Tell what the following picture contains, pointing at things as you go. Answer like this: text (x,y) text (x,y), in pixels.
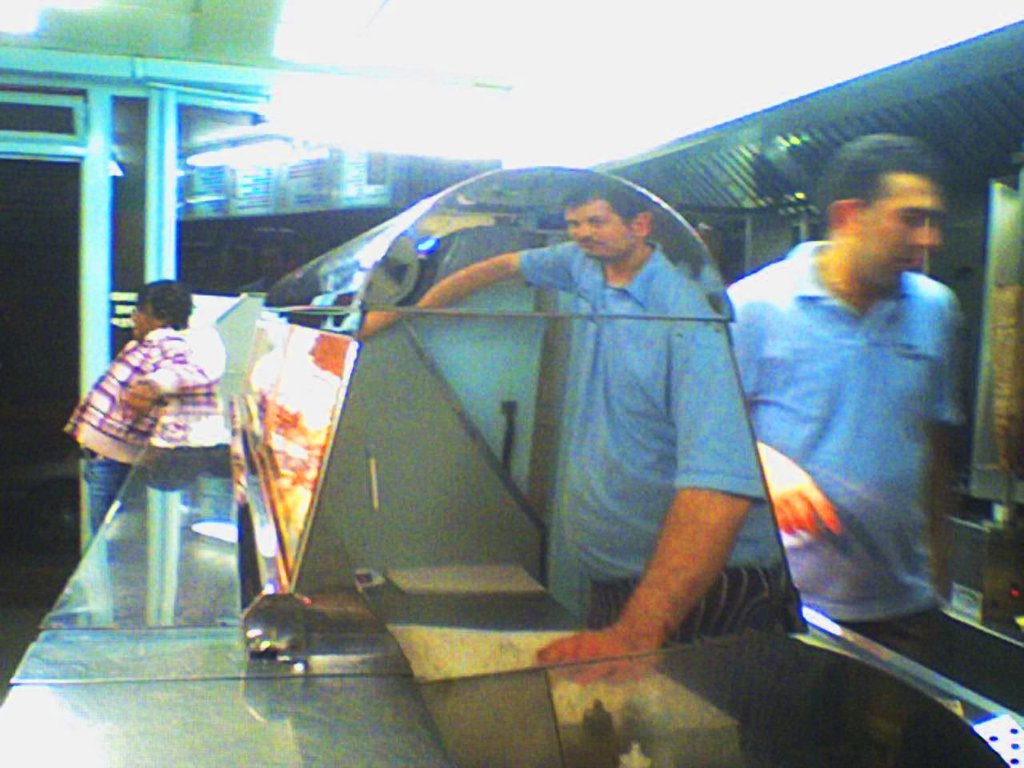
In this picture we can see few people (898,269), in the background (326,138) we can find few lights (296,157).
